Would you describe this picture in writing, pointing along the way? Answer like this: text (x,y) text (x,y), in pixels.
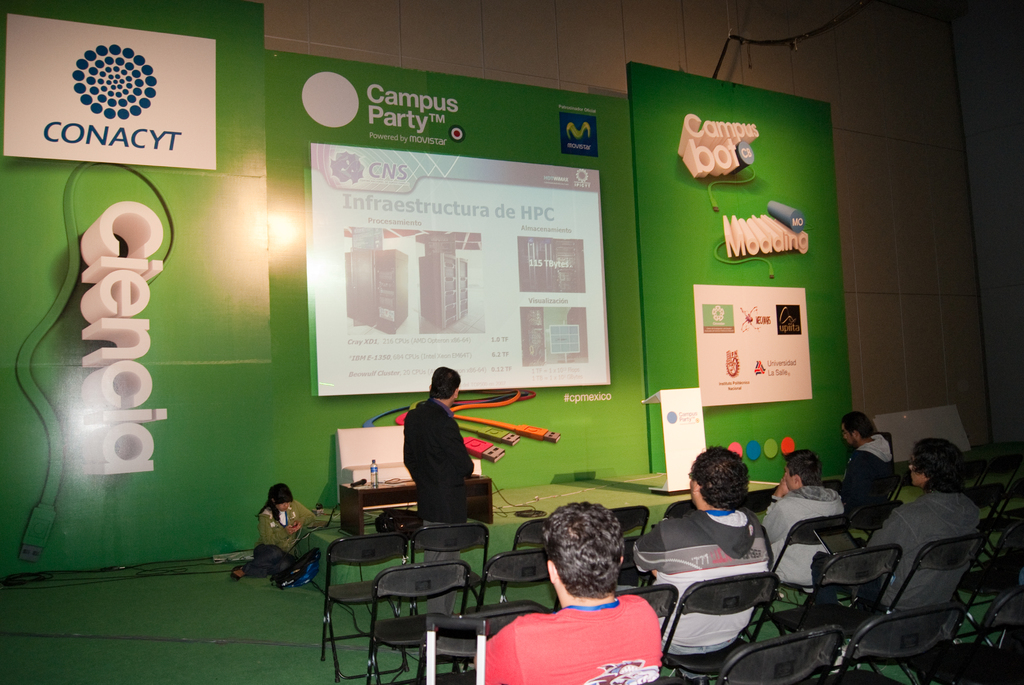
In this image there is a person (421,480) standing in front of the dais (519,497), beside him on the chairs (511,570) there are a few people (615,620) sitting, behind him on the dais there are some objects (347,512), beside the dais (331,527) there is a person (269,543) seated on the floor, in the background of the image (377,235) there is a screen (363,245) and banners (641,394) on the wall (1011,329).
